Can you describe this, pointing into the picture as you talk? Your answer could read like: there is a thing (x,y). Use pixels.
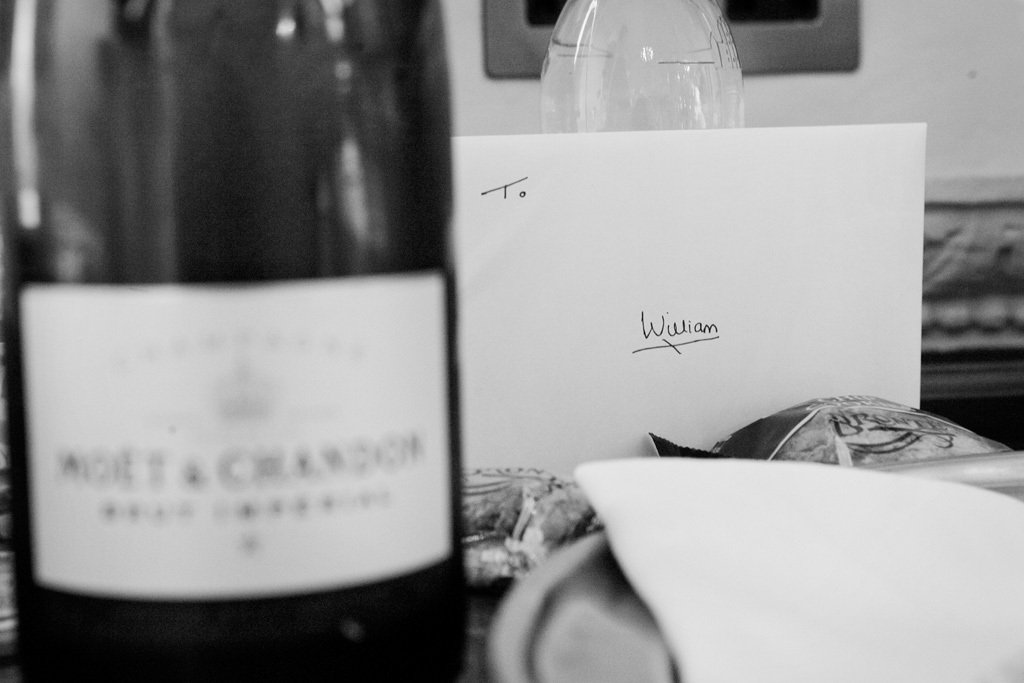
In this image I can see on the left side (266,349) it looks like a wine bottle (282,417), on the right side (892,201) there is a card (640,330) with text (684,328) on it. This image is in black and white color.
